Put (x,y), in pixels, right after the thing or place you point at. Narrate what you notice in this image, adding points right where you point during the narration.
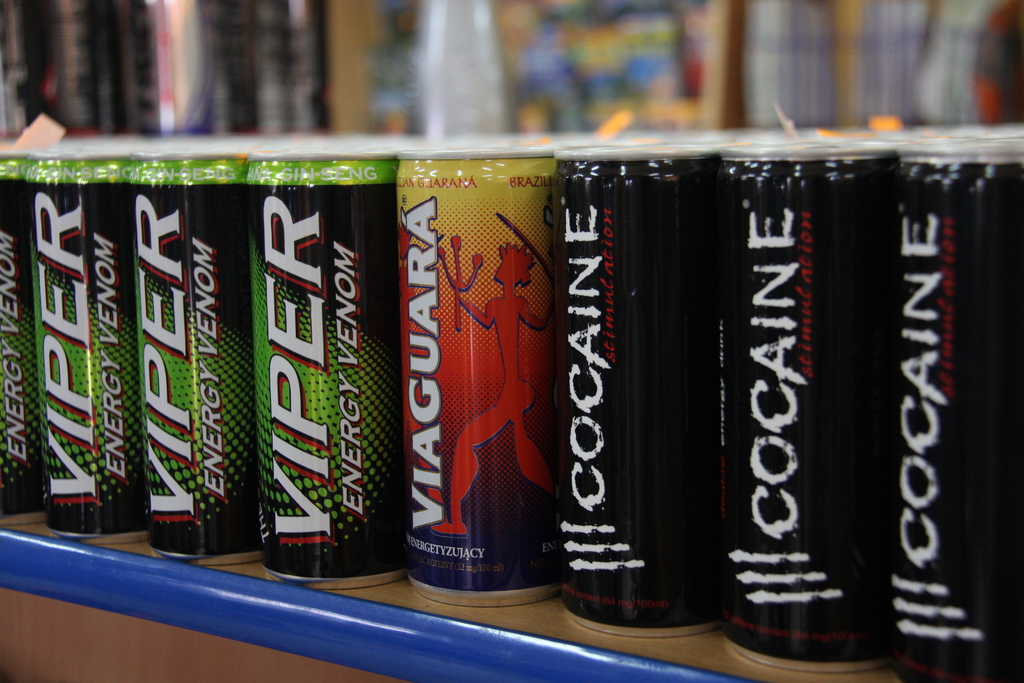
In this image there are some cans (464,308) are kept on one object (324,590) as we can see in middle of this image (489,393).
